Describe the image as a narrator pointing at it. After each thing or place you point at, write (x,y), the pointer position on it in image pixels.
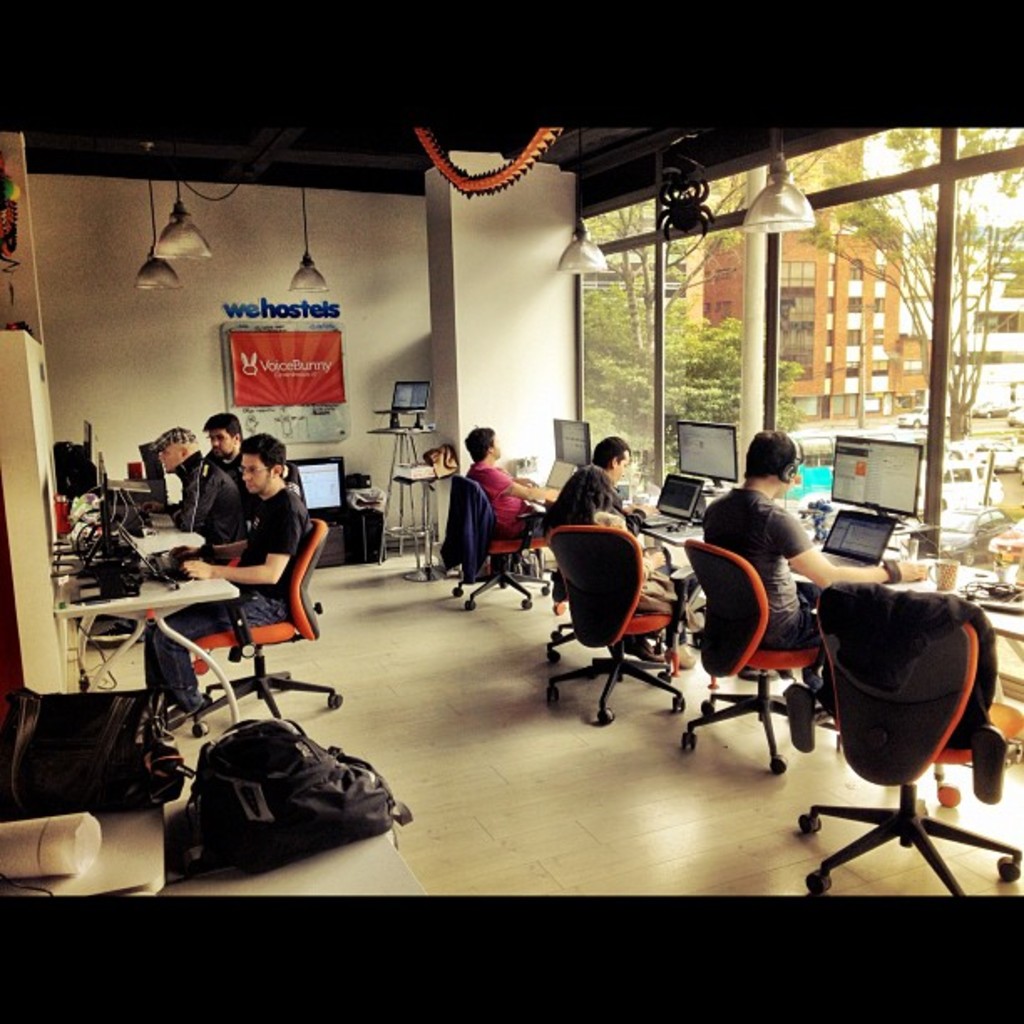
There are group of people (256,542) sitting on the chairs (749,586) and working. This is a bag (315,775) placed on the table (328,853). These are the tables (966,580) with laptops (884,527) and computers (865,492). These are the lamps (195,251) hanging through the rooftop (166,171). This is a name board (327,372) attached to the wall (357,371). This is a window (693,344) where I can see buildings (817,308) and trees (724,353) through the window (801,317).
